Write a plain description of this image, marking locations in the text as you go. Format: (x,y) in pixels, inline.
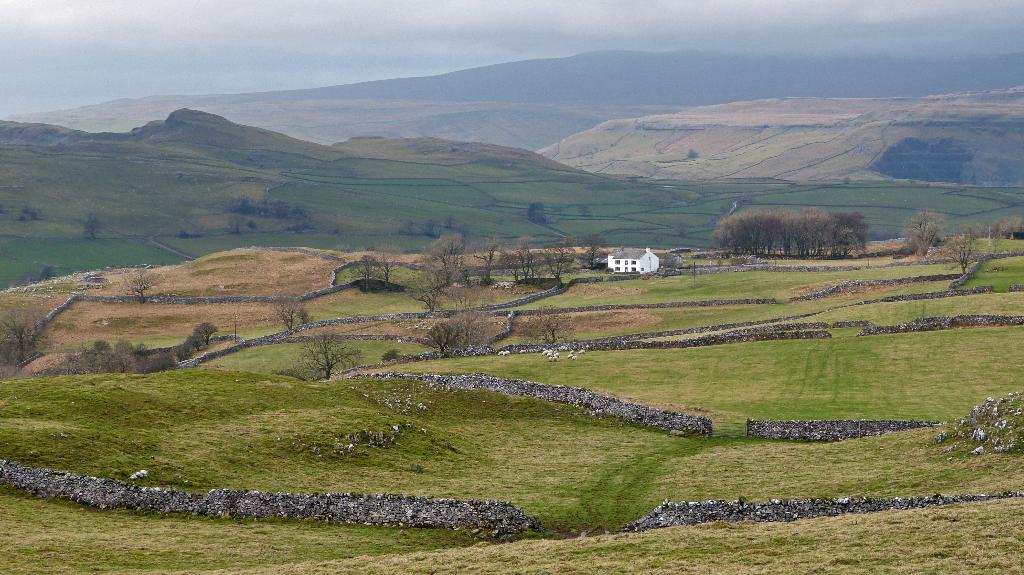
In the center of the image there is a house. At the bottom of the image (487,453) there is grass (447,412) on the surface (420,409). In the background of the image (824,229) there are trees (850,223), mountains (668,139) and sky (278,12).
